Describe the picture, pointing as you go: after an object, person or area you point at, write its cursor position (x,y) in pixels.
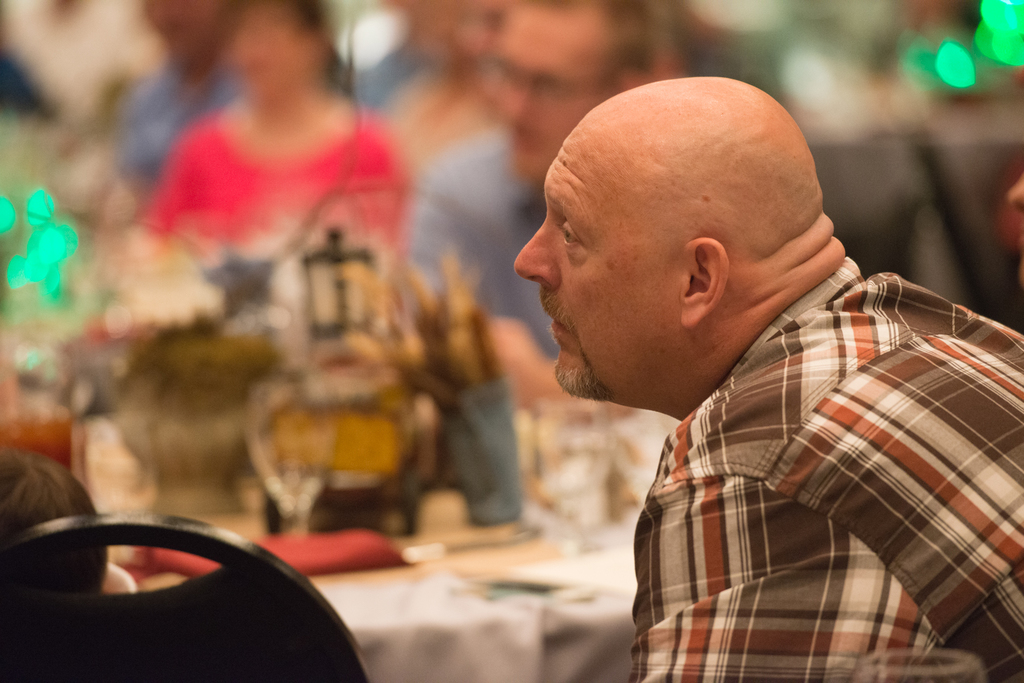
In this image we can see a person (569,182) looking towards the left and we can also see the chair (53,526) and lights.
